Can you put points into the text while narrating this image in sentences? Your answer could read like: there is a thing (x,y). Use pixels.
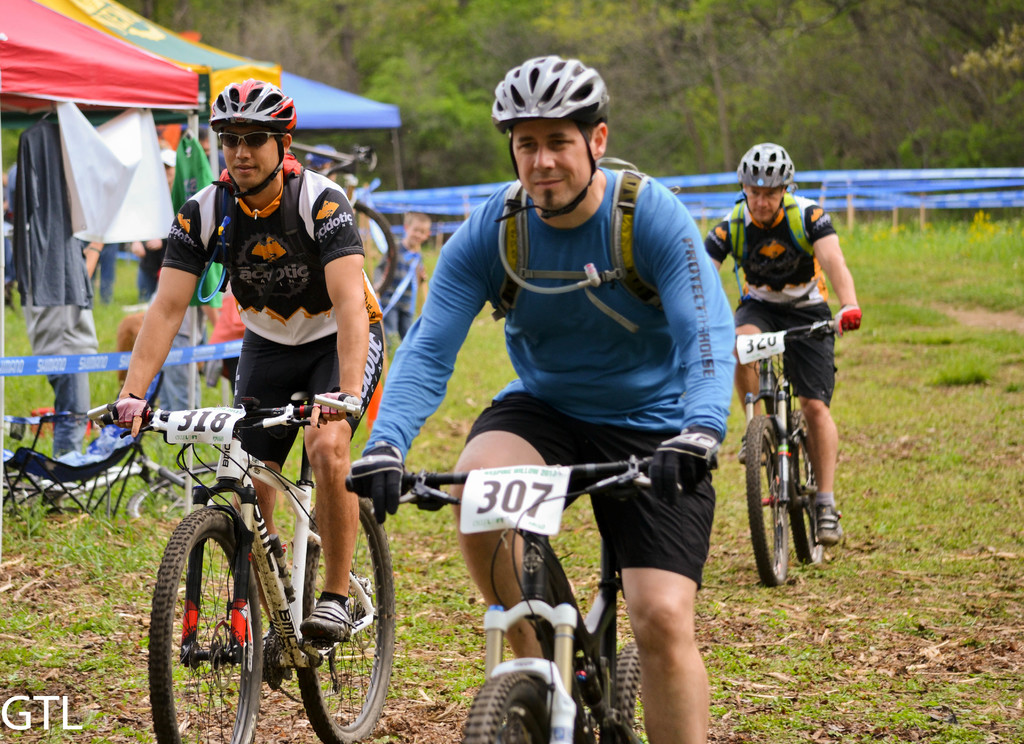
In this image, we can see a group of people (88,384). Few are riding bicycles (249,459) and wearing helmets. Background (852,187) we can see stall (13,15), clothes (137,118), poles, tapes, chair (55,458), bicycles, plants (1007,263) and trees (465,130). Left side (24,723) bottom corner, we can see a watermark (66,719) in the image.
